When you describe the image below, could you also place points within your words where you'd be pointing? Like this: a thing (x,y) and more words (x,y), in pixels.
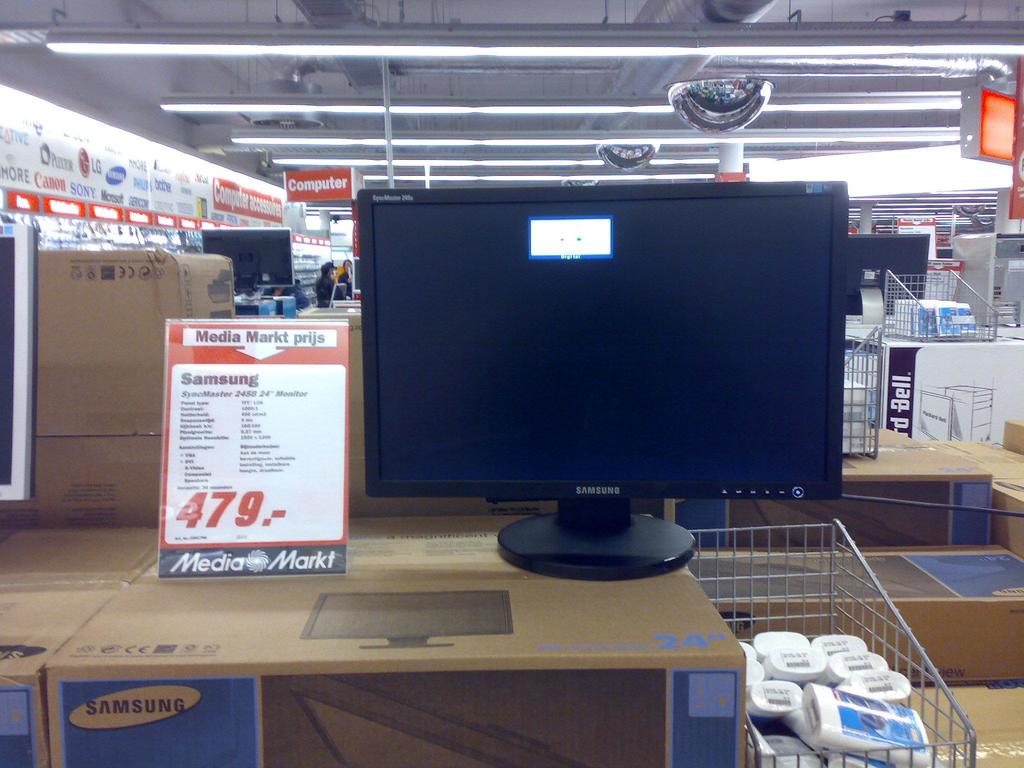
In the picture I can see a desktop (567,396) placed on a cardboard box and there is a paper (250,450) which has something written on it and there are few objects (841,640) which is placed in a trolley (834,627) and there are few cardboard boxes (882,508) and some other objects (508,139) in the background (899,332).
